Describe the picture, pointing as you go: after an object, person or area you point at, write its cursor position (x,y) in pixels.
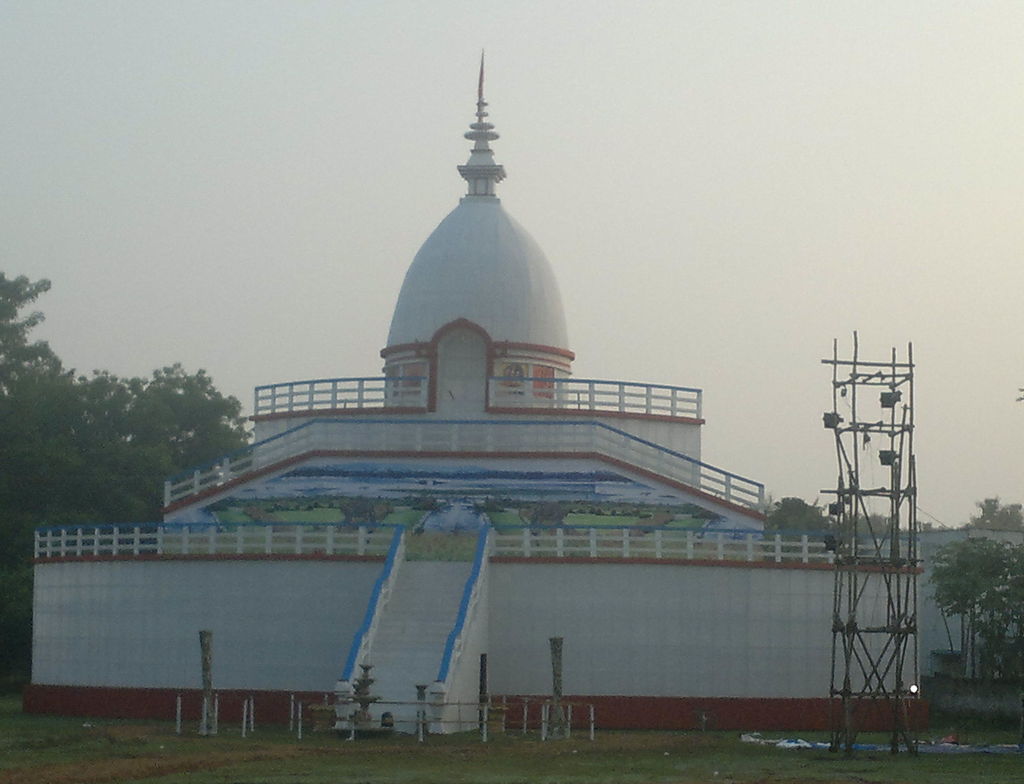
In the image there is white building (399,418) with a dome (450,304) above it with trees (768,527) behind it and above its sky (640,67).
